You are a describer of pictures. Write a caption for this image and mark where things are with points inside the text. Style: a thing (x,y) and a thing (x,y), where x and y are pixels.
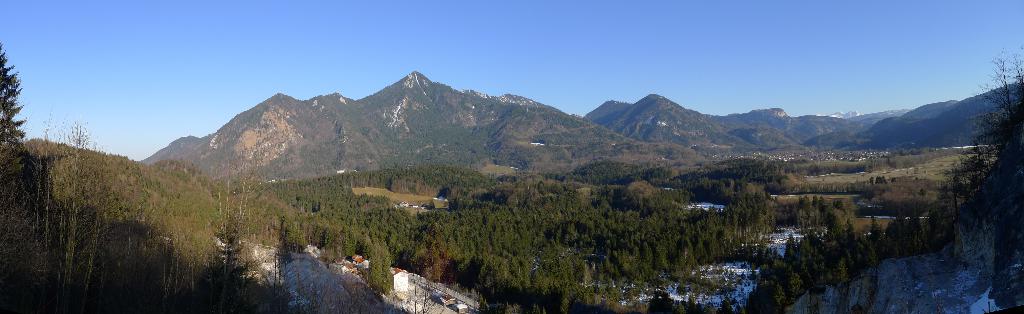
In the picture we can see some hills (135,268) are covered with trees (81,245), plants (81,245) and near it we can see some houses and near it we can see full of trees (533,235) and in the middle of it we can see some snow surface (726,269) and in the background (564,134) we can see mountains (466,161) and behind it we can see the sky (621,79).
